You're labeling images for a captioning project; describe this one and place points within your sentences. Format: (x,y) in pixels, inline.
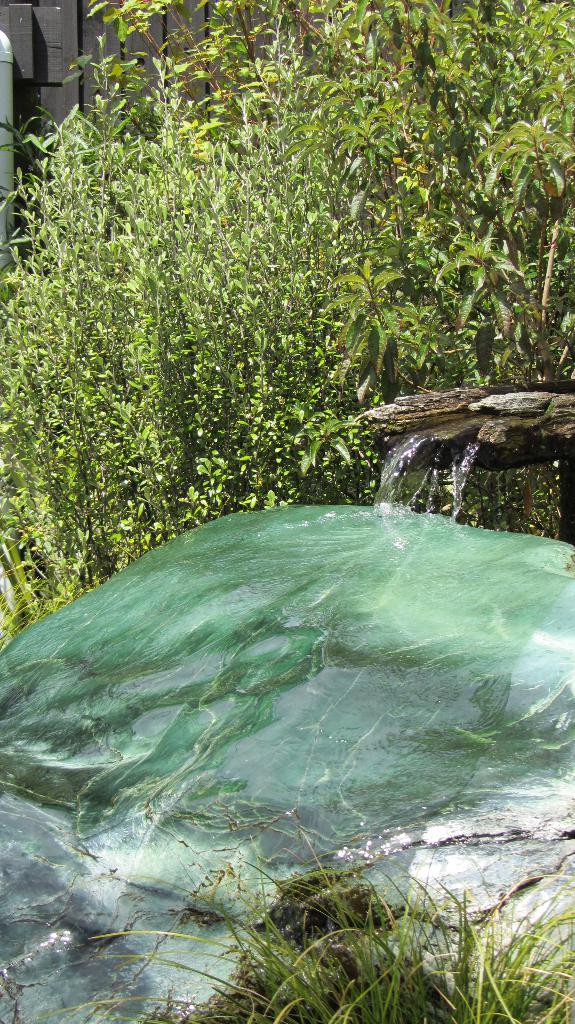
In this image I can see water (436,790) is flowing, at the top (309,220) there are trees (418,236).
